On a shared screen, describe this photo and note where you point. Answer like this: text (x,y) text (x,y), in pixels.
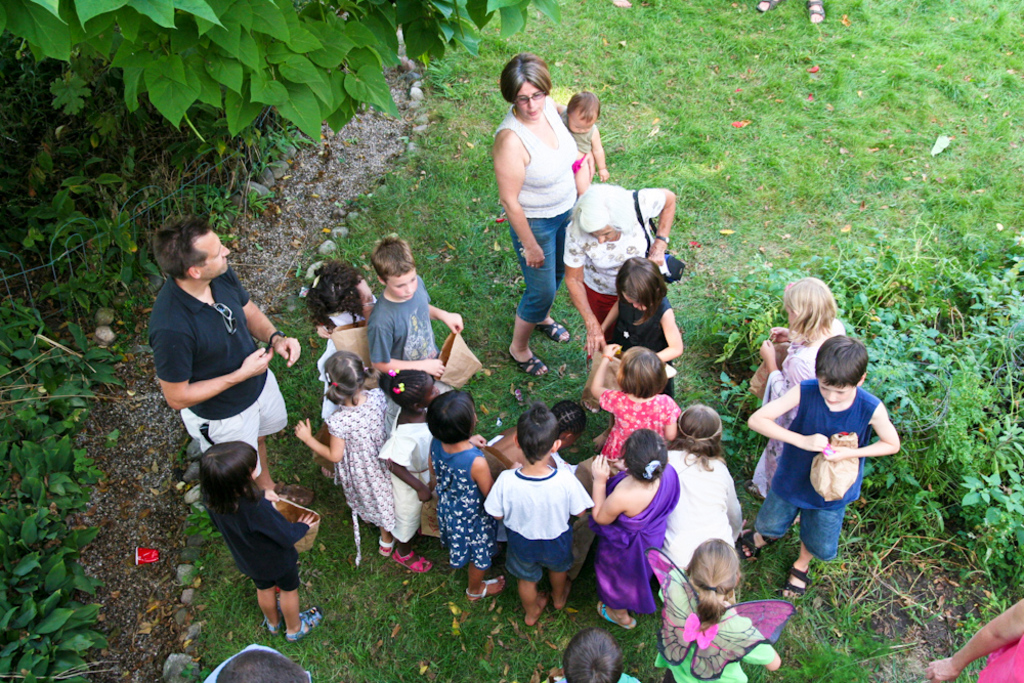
In the picture we can see a grass surface (847,90) on it we can see some children (815,534) are standing and we can see a man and a woman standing near them and a another woman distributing something to them and around them we can see plants (933,538).
